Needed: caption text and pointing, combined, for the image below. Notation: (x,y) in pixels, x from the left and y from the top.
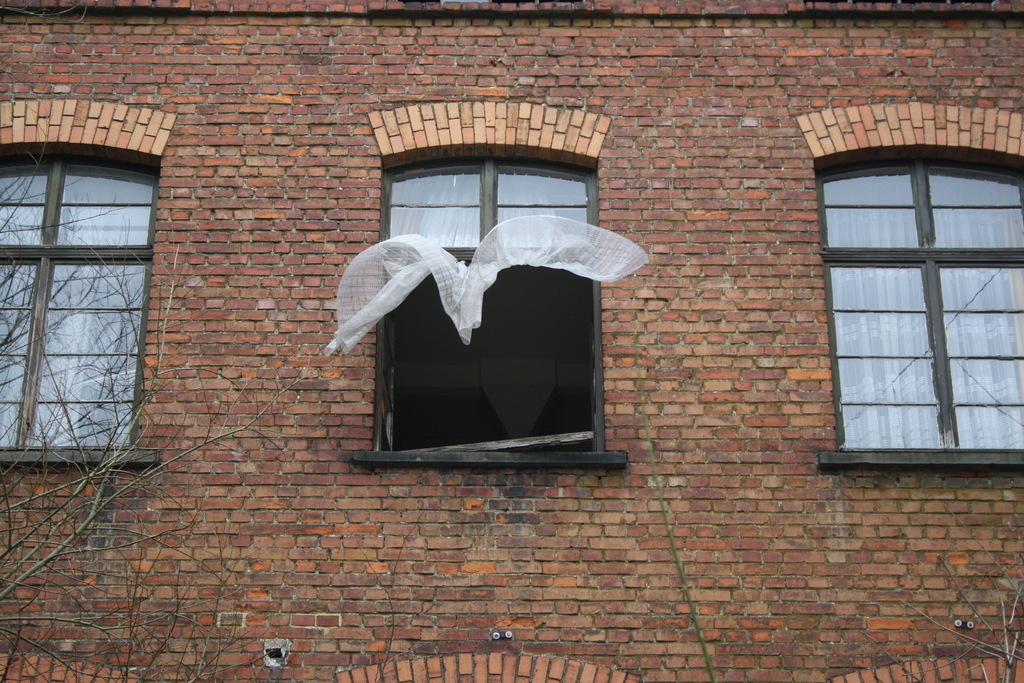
This image consists of a building (373,461) along with windows (83,248). And we can see the curtains (351,287) in white color. The wall (335,403) is made up of bricks (562,558).
